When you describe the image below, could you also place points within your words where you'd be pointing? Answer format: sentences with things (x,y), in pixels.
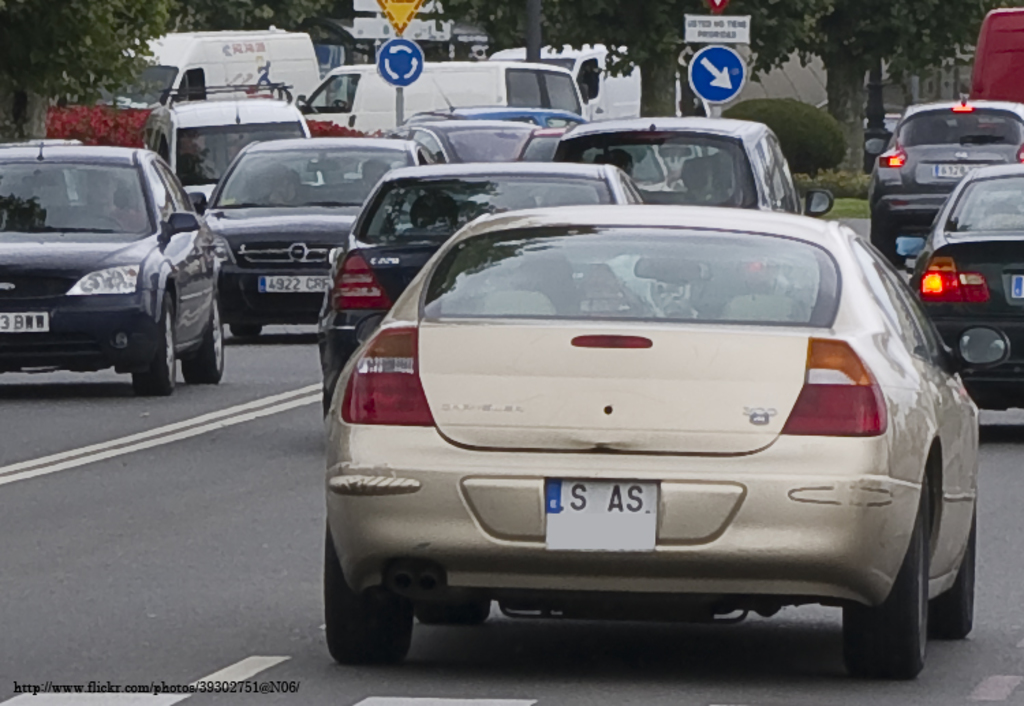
In this image we can see few persons (436,217) are riding vehicles (475,307) on the road (465,649), sign boards (368,21) on the poles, trees (293,19), plants (733,108) and objects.
